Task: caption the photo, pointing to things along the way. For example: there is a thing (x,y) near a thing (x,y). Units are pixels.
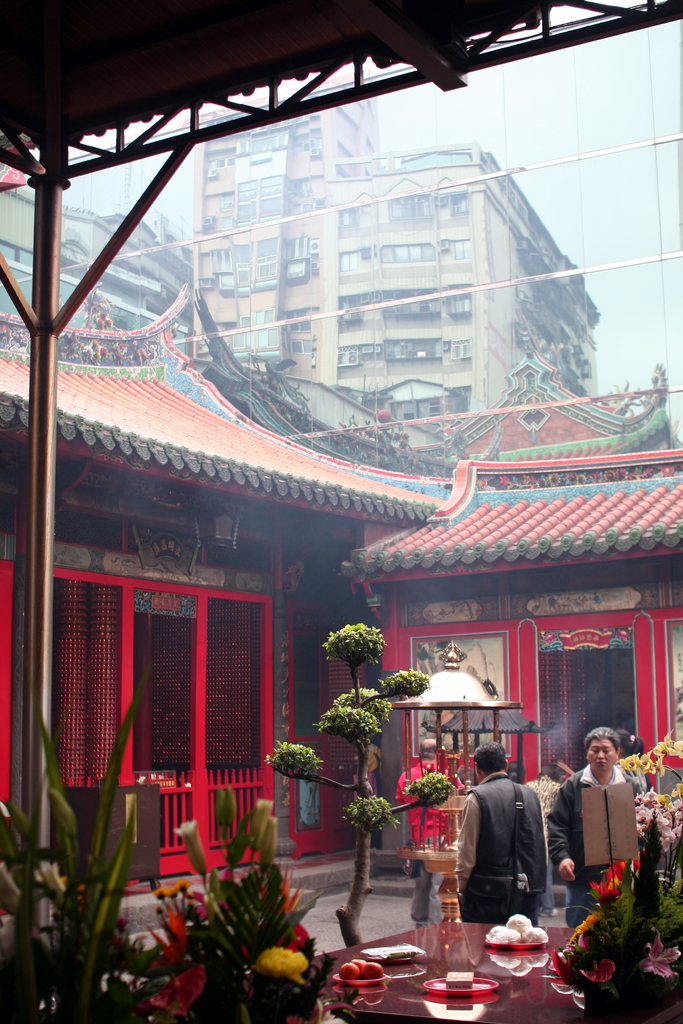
In this picture here is the building (395,253), and the sky (513,131) is cloudy. and here is the tree (343,718) and here is the floor (375,930), and on the table (381,988) there is a flower bouquet (583,927), and a person (500,837) is standing, and beside another person (585,777) is standing wearing a jacket (562,830) here is the roof (540,410).
